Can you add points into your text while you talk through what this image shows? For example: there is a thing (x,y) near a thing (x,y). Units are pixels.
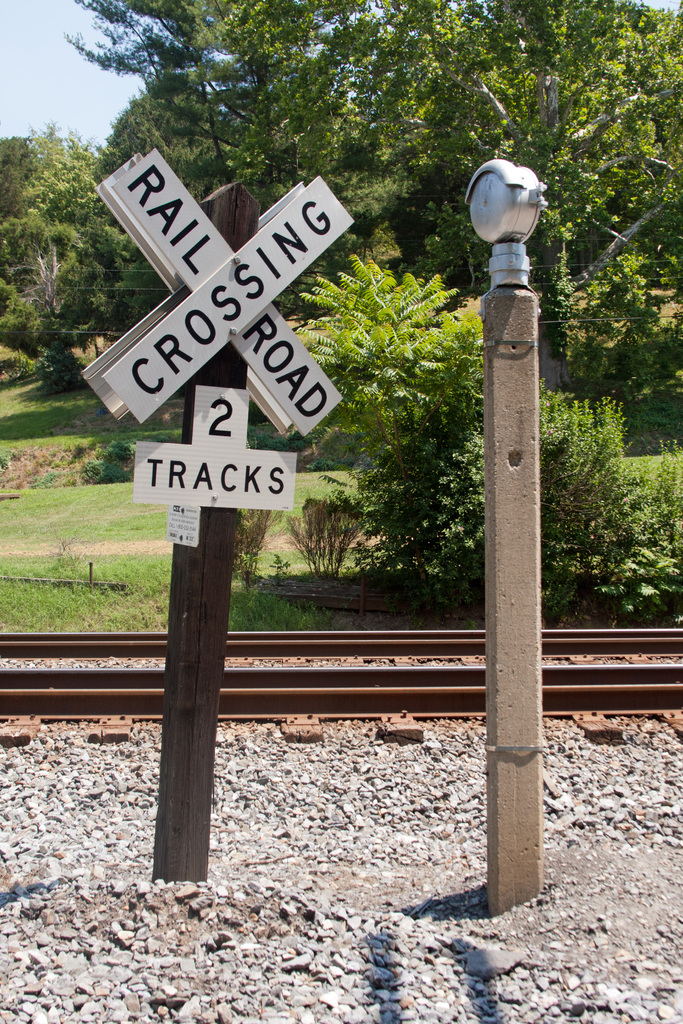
In this image we can see a pole (212,545) with sign boards (261,376). Also there is another pole (514,562). On the ground (239,882) there are stones (230,822). Also there are railway tracks (264,648). In the background (325,118) there are trees (229,105) and sky (87,66).
